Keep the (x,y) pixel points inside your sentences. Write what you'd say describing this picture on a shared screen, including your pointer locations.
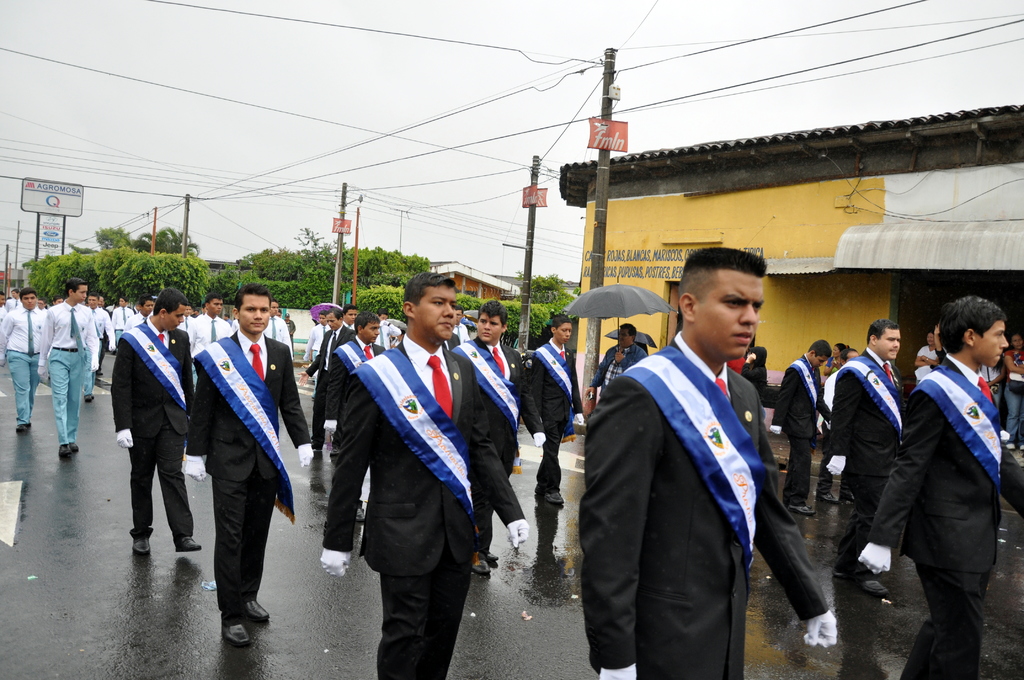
In this image there is a road (71,528) on which there are people (513,409) who are doing march past on the road (294,466). In the background (332,256) there are trees (170,265) and a building (453,269). On the footpath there are electric poles (598,253) through which wires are connected. On the left side (44,202) there is a hoarding (52,219). At the top (275,92) there is sky (327,74). On the right side (813,214) there is a building (800,211) beside the road (57,518).
